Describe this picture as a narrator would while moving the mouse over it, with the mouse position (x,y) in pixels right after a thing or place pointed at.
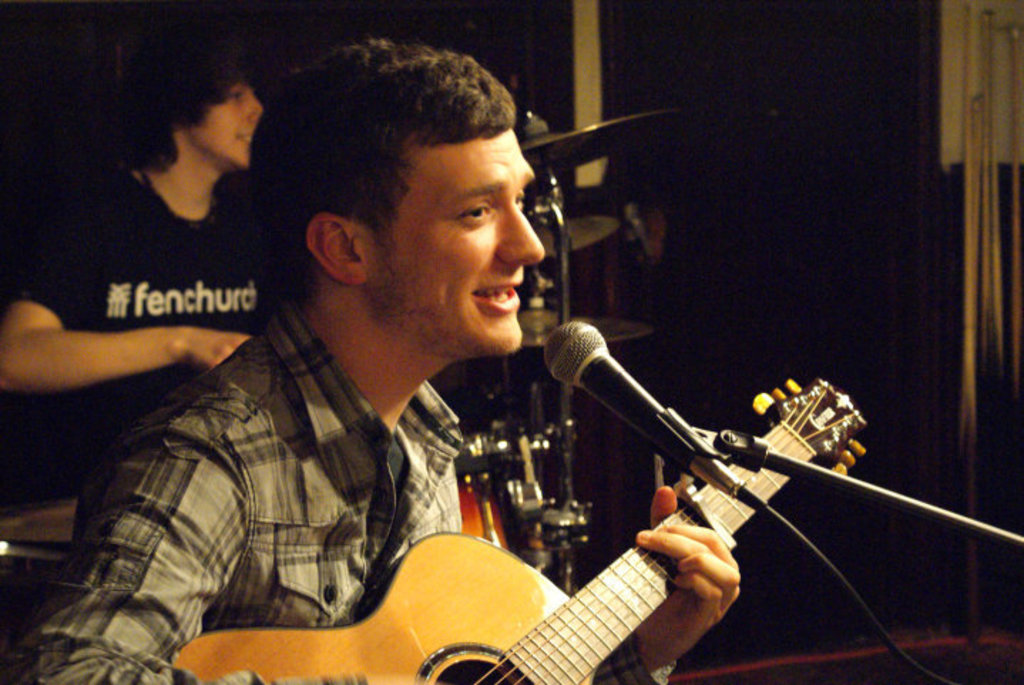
In this image we can see a man (268,572) holding a guitar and playing it is singing a song through the mic (625,397). In the background of the image (212,154) there is a man (212,154) sitting at the drums (549,204).
